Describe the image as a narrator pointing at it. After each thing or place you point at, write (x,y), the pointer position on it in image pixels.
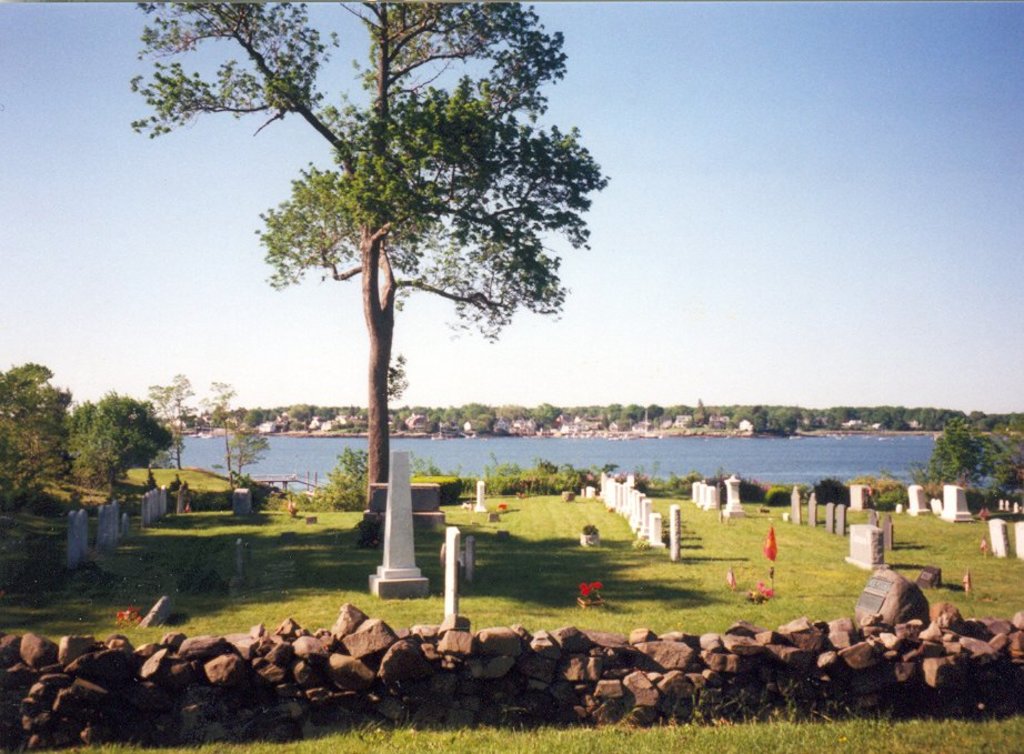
In this image I can see some grass (773,615), the wall (599,656) made of rocks (477,681), the cemetery (565,549), few tombstones (644,515) in the cemetery (383,523), few trees (377,316) and in the background (769,460) I can see the water (593,439), few buildings (321,424), few trees (771,419) and the sky (771,242).
